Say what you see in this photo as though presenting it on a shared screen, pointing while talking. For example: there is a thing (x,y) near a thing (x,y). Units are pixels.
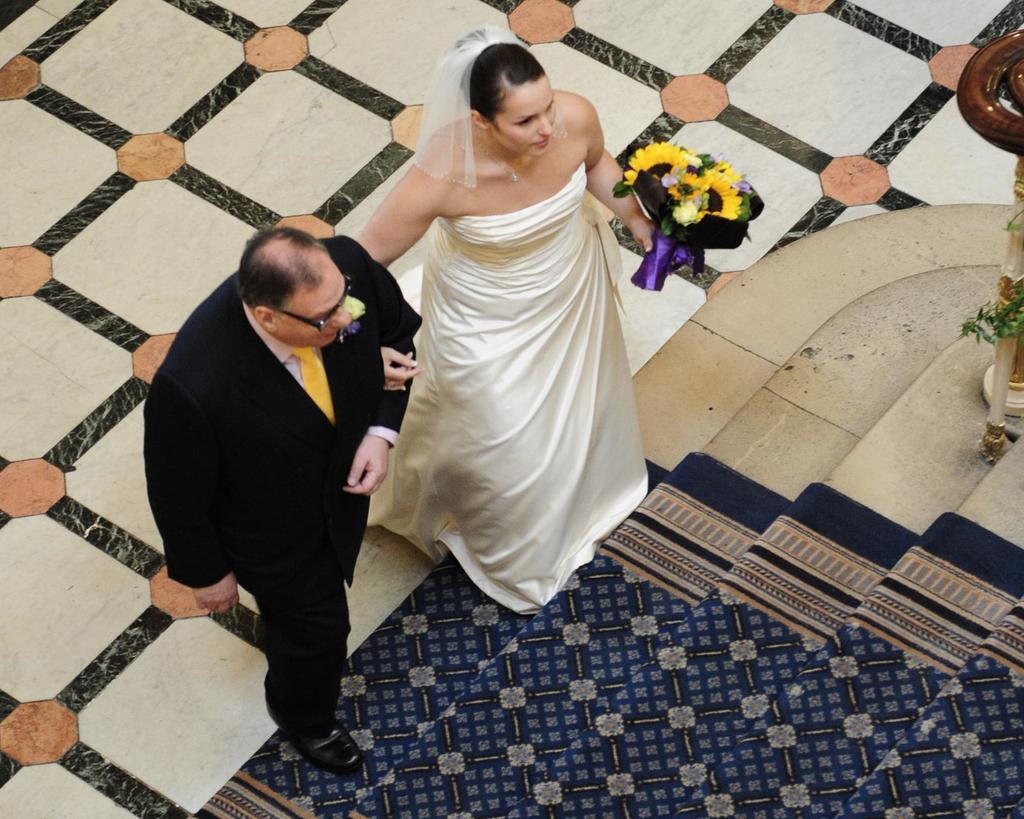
In this image, there are a few people (596,143). Among them, we can see a lady (618,259) holding a flower bouquet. We can see the ground (650,315) and some stairs (643,611). We can also see the mat (767,651) and some objects (984,384) on the right (859,708).
